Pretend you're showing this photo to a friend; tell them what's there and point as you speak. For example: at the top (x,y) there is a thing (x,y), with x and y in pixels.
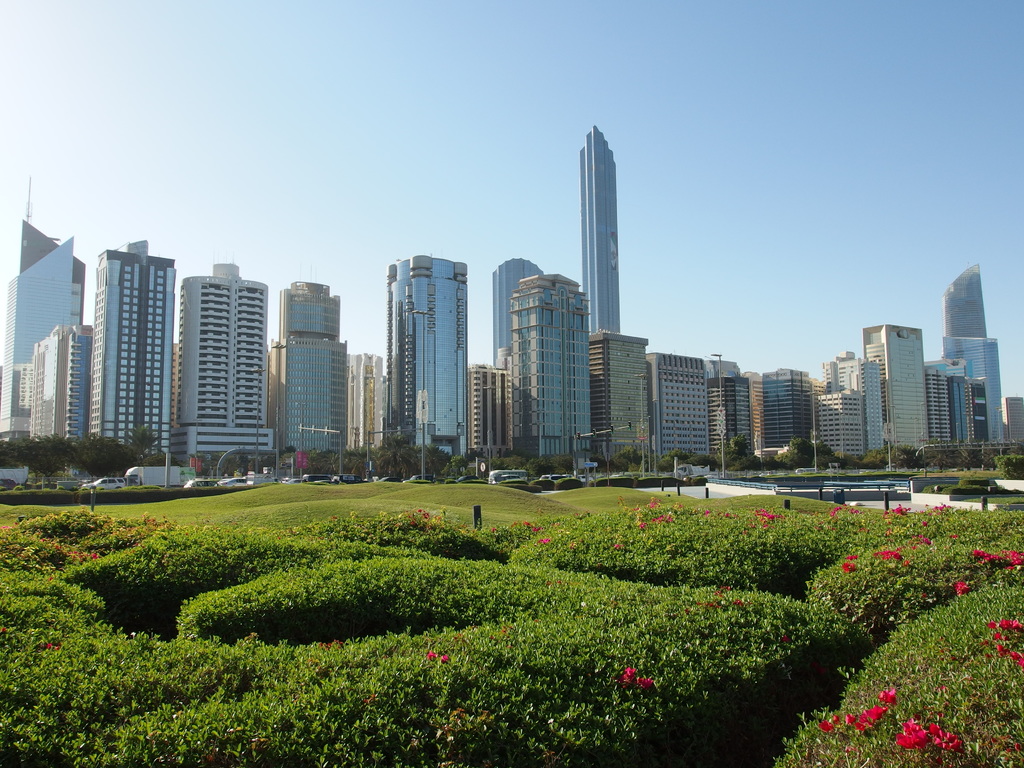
In this image we can see some plants (658,646) with flowers (624,673). On the backside (410,312) we can see some buildings (460,360), cars (140,471), traffic poles (368,462), grass (494,491) and the sky (446,195).
